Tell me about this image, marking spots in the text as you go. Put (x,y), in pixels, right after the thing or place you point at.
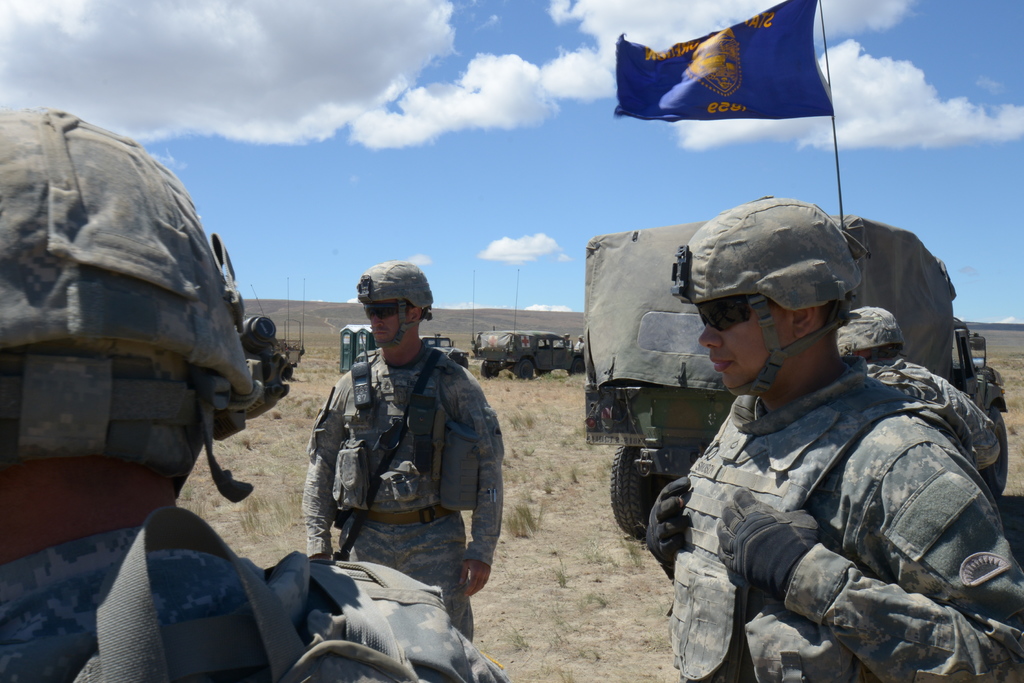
In this image we can see a group of people (495,425) wearing military uniforms (427,546) are standing on the ground (536,581). One person (424,527) is holding a mobile (357,387) on his dress (421,396) and a helmet (400,285) on his head (419,321). In the background (957,358), we can see several vehicles (589,341) parked on the ground (515,485) and the cloudy sky (932,142).
